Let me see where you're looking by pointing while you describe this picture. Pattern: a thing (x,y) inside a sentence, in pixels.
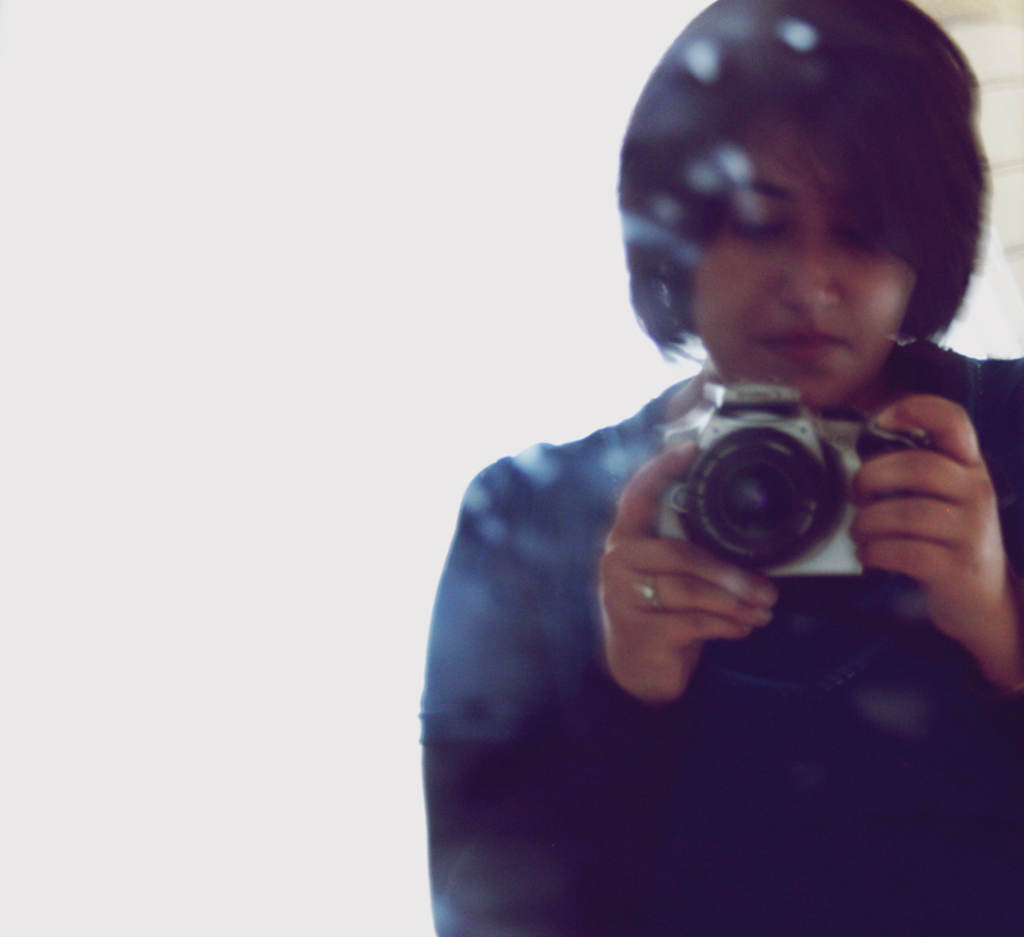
In this picture there is a woman (1000,432) who is wearing t-shirt (835,752) and ring (652,596). She is holding a camera (725,447). On the back (503,307) we can see a wall (369,288).
